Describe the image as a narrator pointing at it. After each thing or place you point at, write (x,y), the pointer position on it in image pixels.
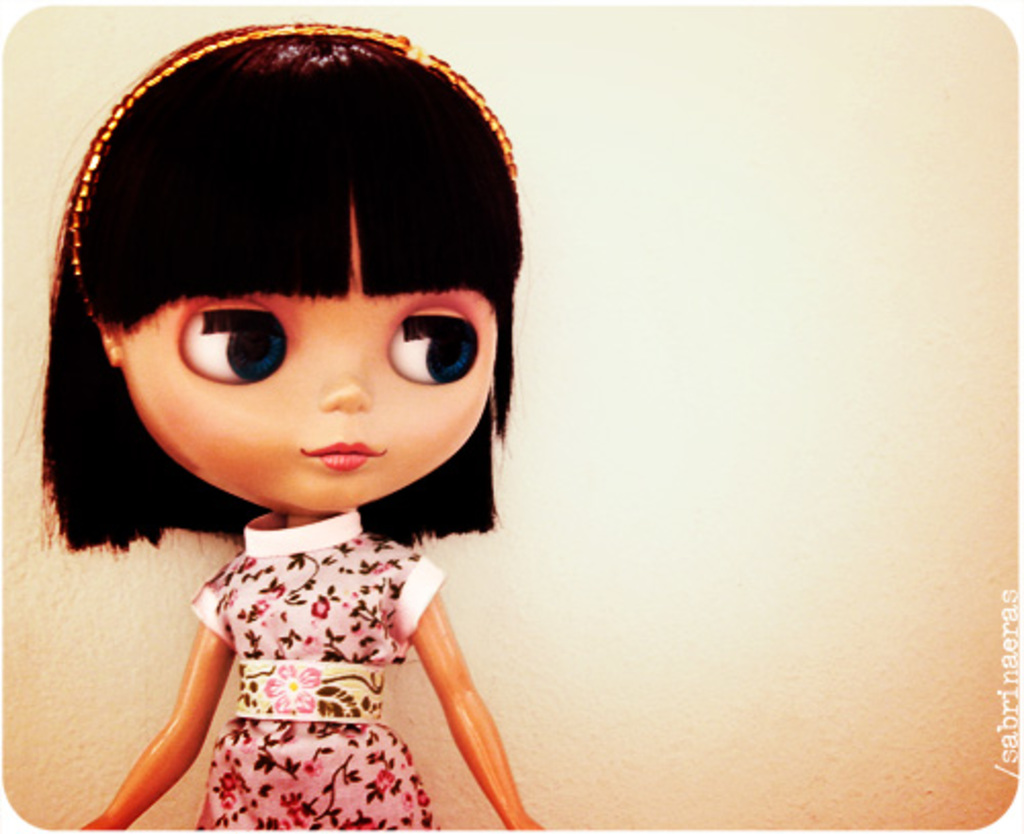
In this picture we can see a toy (145,758) of a girl (116,232) and in the background (82,105) we can see the wall (716,455).
